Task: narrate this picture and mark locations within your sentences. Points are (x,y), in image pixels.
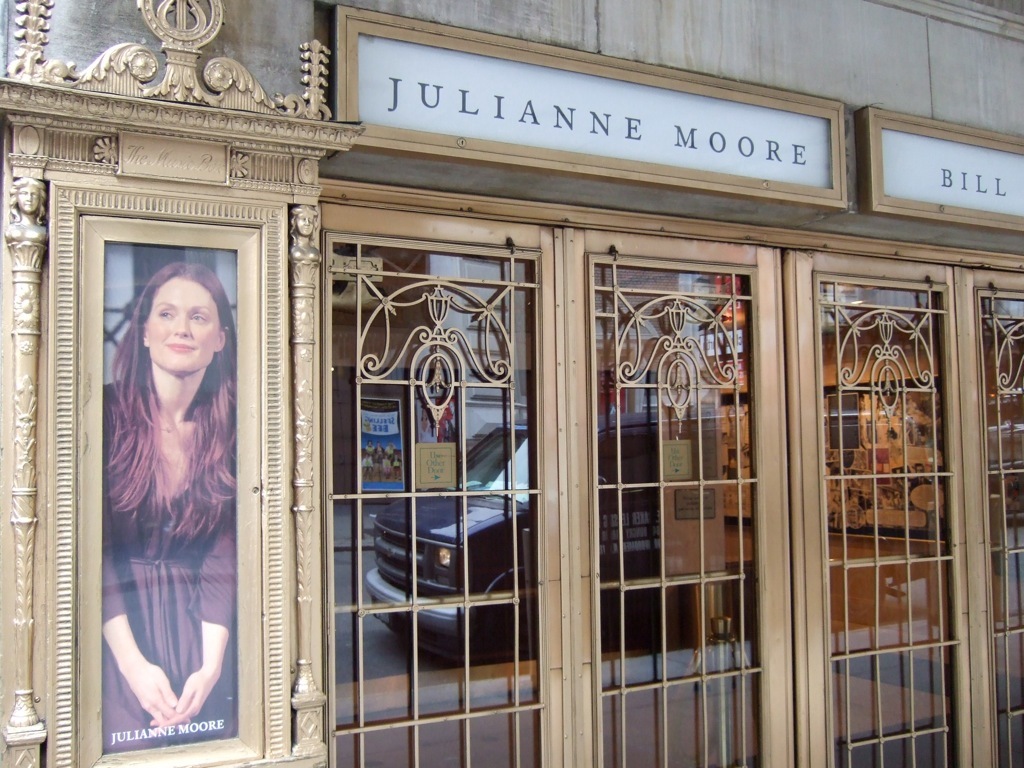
In this picture we can see grills (460,291), glass (463,271), windows (641,442), boards (505,128), photo frame (319,121), wall (753,70), truck (504,543) are present.
